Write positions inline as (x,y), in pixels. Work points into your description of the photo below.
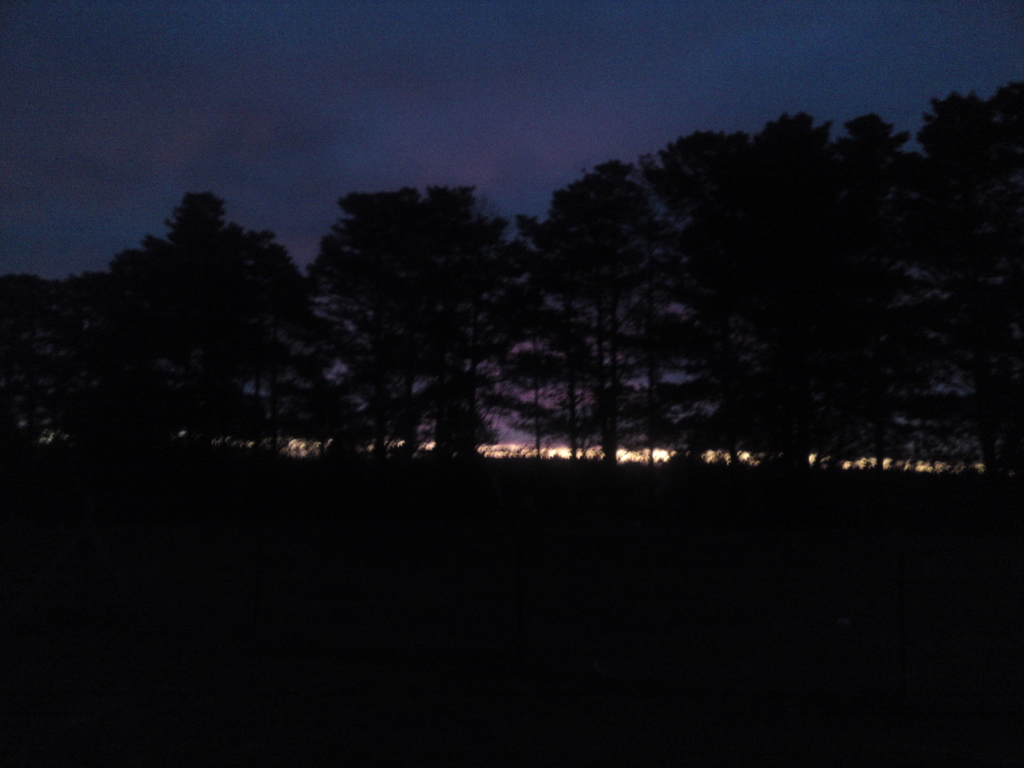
In this image we can see sky (550,30) and trees (480,218).
